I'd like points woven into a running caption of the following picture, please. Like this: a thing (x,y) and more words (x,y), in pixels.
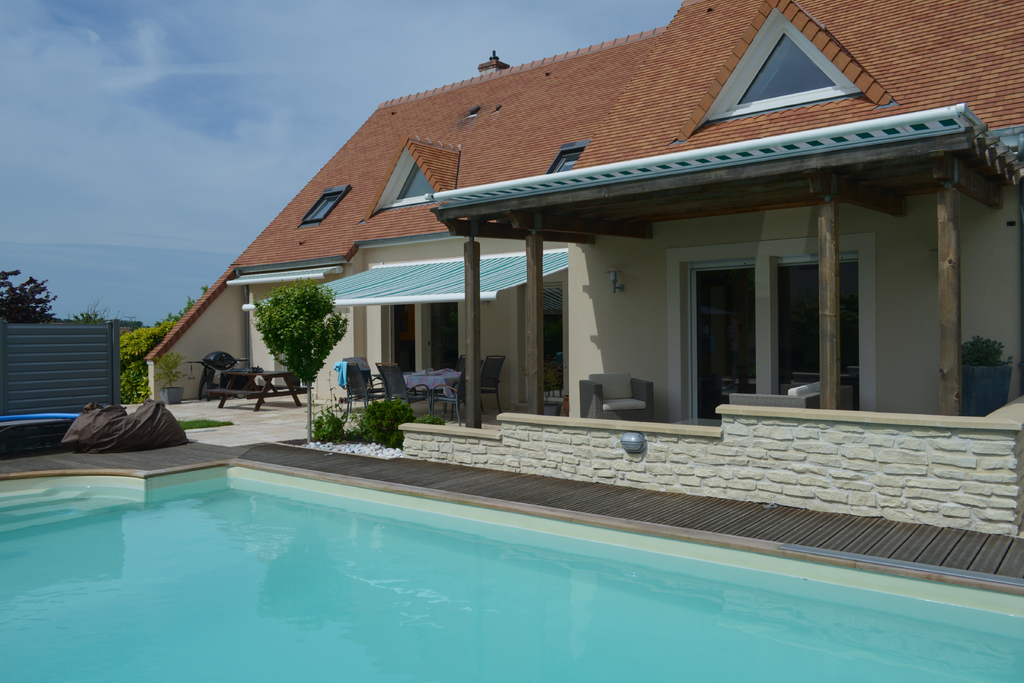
In the image there is a building (404,356) on the right side (715,341) with dining table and plants (311,336) in front of it followed by a pool (218,593) and above its sky (215,199) with clouds (32,80).
